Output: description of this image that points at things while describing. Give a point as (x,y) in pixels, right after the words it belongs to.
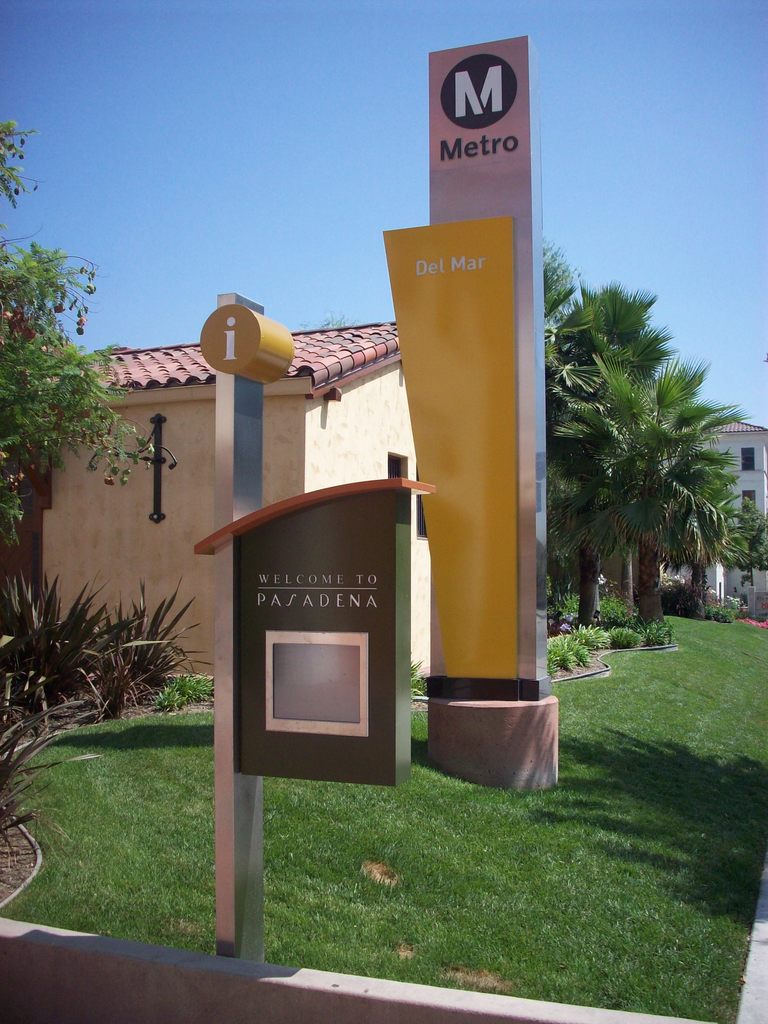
In this image I can see few buildings (196,622), windows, trees (14,147), boards (519,290), grass (626,716) and the sky (295,232).
